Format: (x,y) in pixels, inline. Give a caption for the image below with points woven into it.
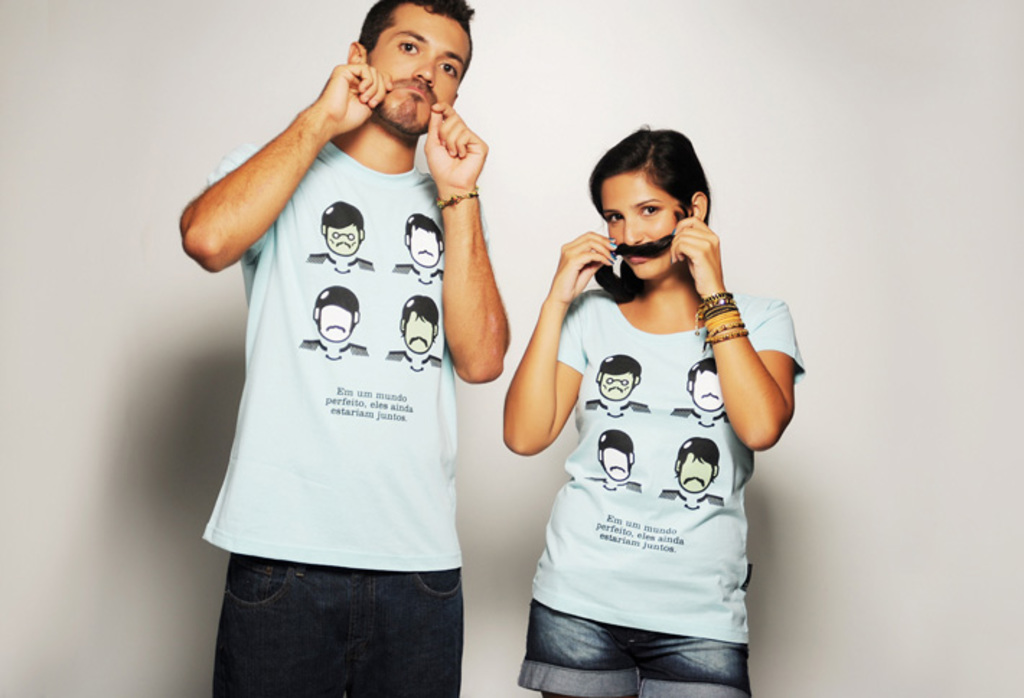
In this picture we can see two people (234,231).
